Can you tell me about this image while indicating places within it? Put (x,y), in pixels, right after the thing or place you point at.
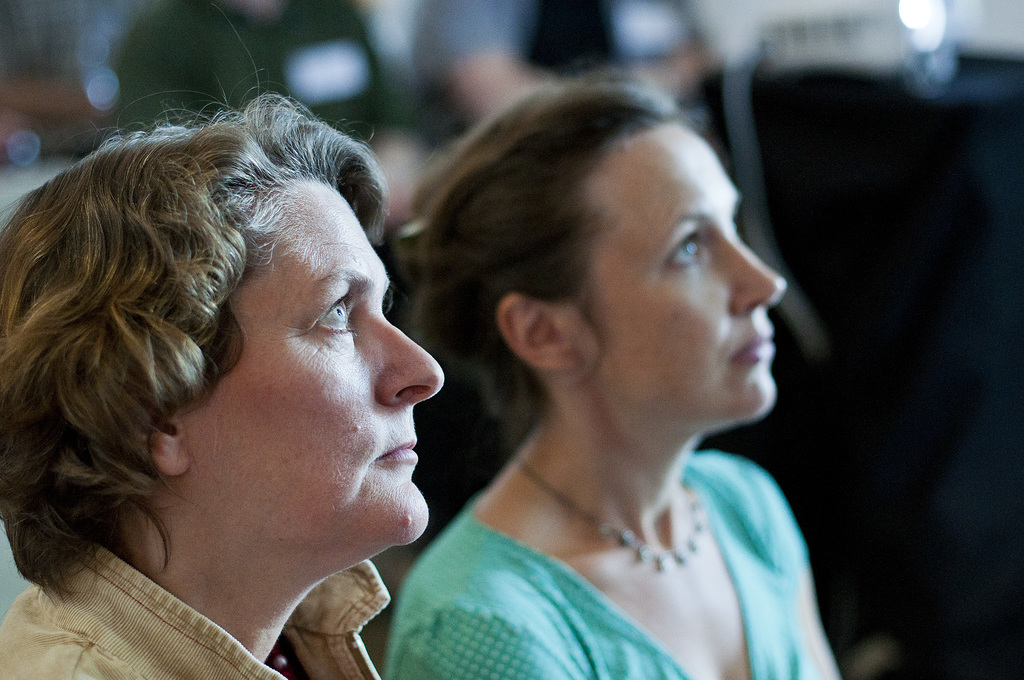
In this image we can see people (403,174).
